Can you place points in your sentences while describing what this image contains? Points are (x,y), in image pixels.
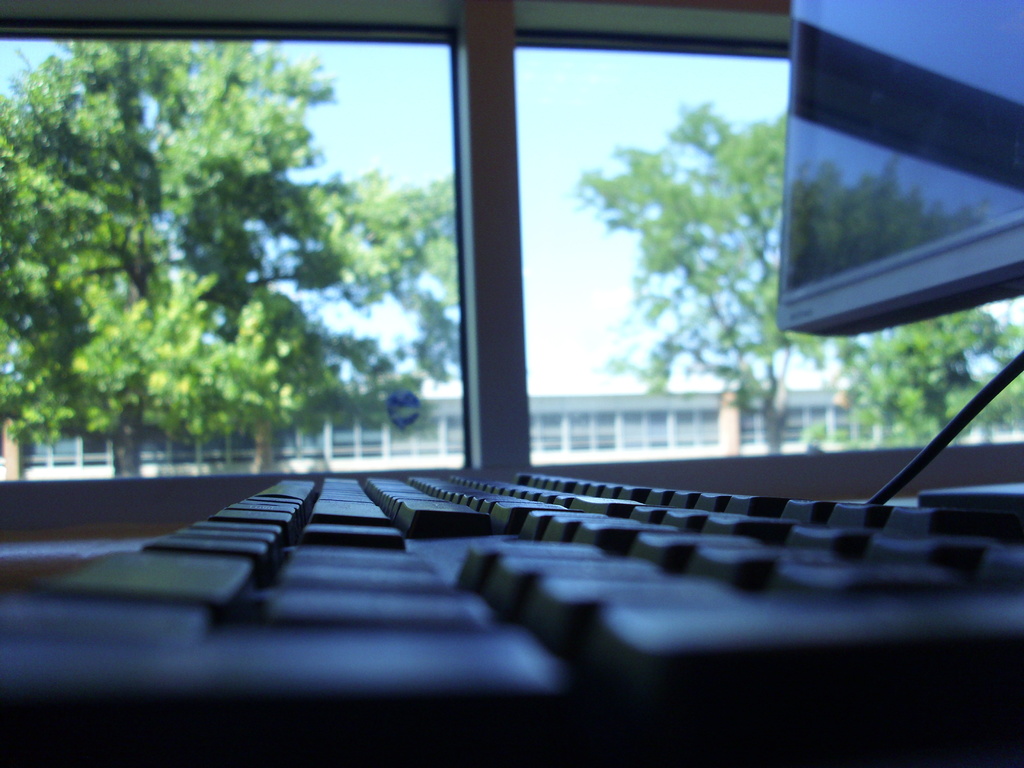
In this image we can see a keypad (489,498) and a monitor (857,300). On the backside (619,452) we can see a window (387,379), trees (222,382), house (246,448) and the sky (595,278).
